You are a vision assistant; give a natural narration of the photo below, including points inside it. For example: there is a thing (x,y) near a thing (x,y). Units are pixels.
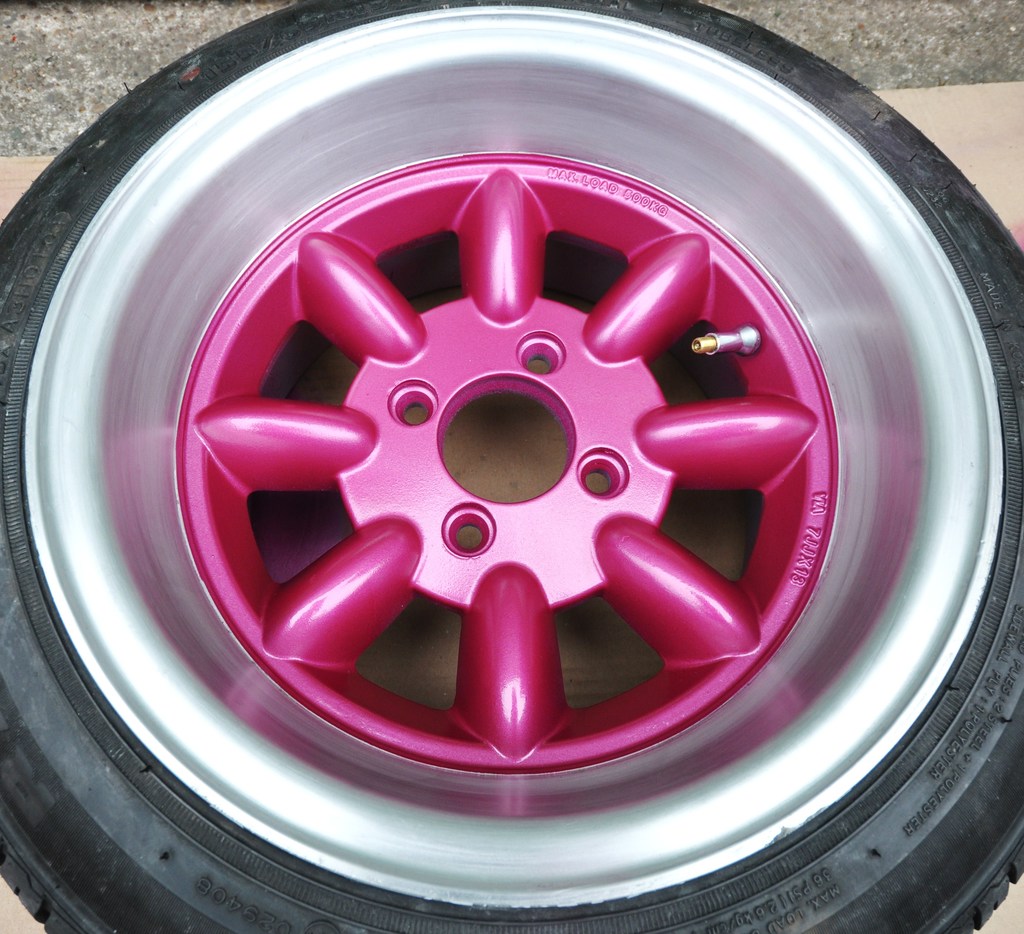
In this picture we can observe a tire (3,586) which is in black color. There is a wheel (365,825) which is in silver and pink color. In the background (43,92) there is a road (1004,45).
